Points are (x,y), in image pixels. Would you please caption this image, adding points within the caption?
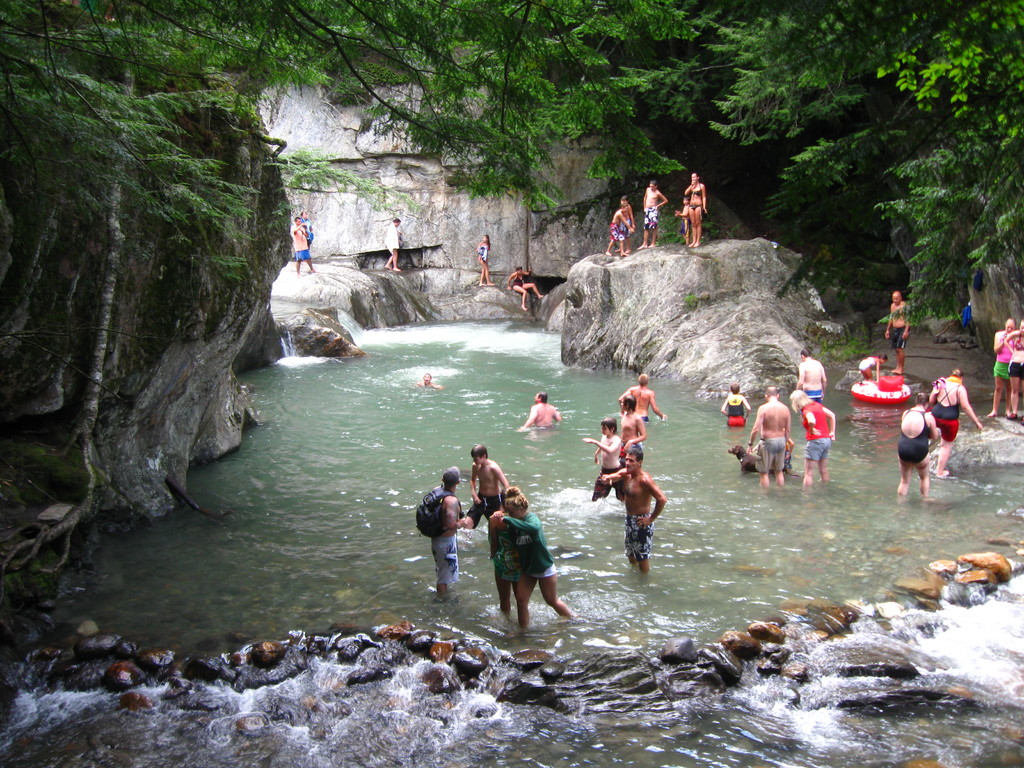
In this image we can see people (452,470) standing in the water (468,502) and some are standing on the rocks (689,269). In the background (451,264) there are rocks (326,202), trees (615,102) and stones (613,654).
